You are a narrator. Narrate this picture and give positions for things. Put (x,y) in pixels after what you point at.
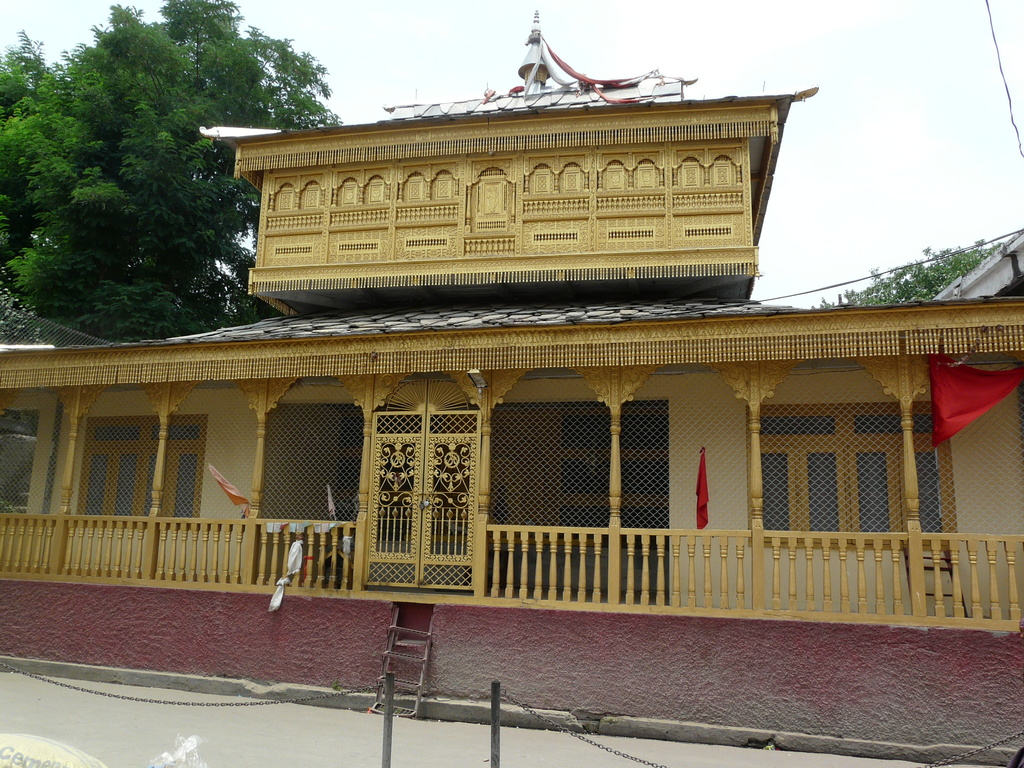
In this picture there is shrine (290,251) in the center of the image (463,501) and there is boundary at the bottom side of the image (138,526), there are trees (72,196) in the background area of the image (76,184).
